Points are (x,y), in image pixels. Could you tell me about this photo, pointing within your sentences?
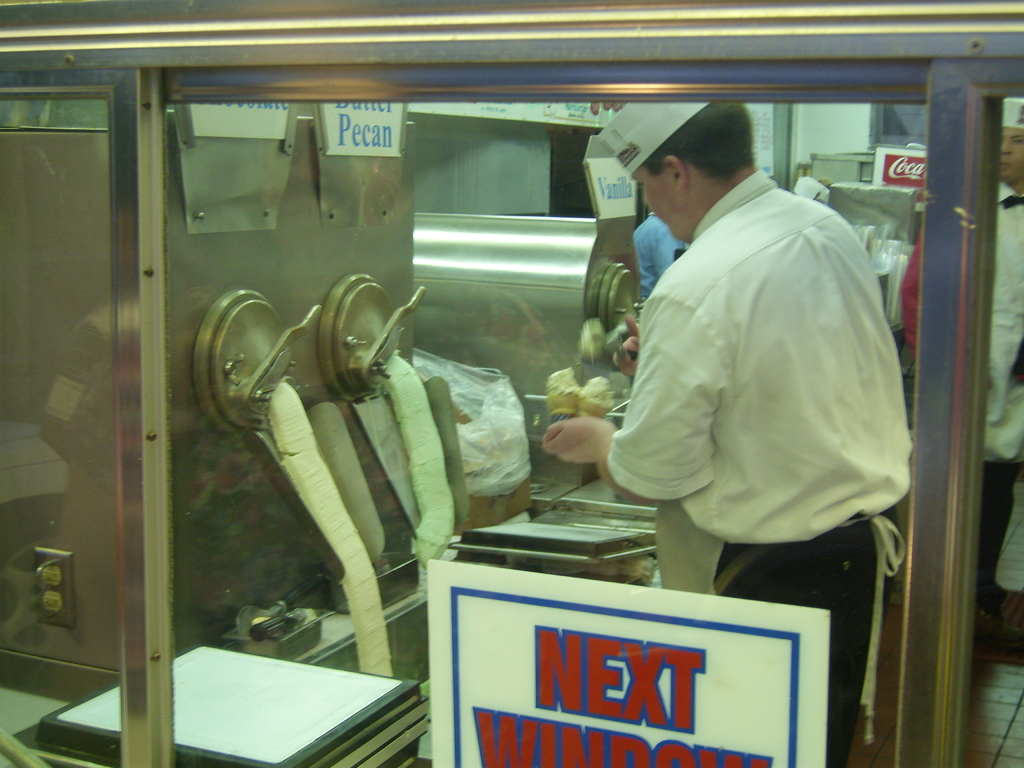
This is the man (805,440) standing and preparing the ice creams (572,417). This looks like the ice cream machines (310,333). I think this is a poster (557,674), which is attached to the glass door (401,487). On the right side of the image (1016,149), I can see another person (1008,377) standing.
